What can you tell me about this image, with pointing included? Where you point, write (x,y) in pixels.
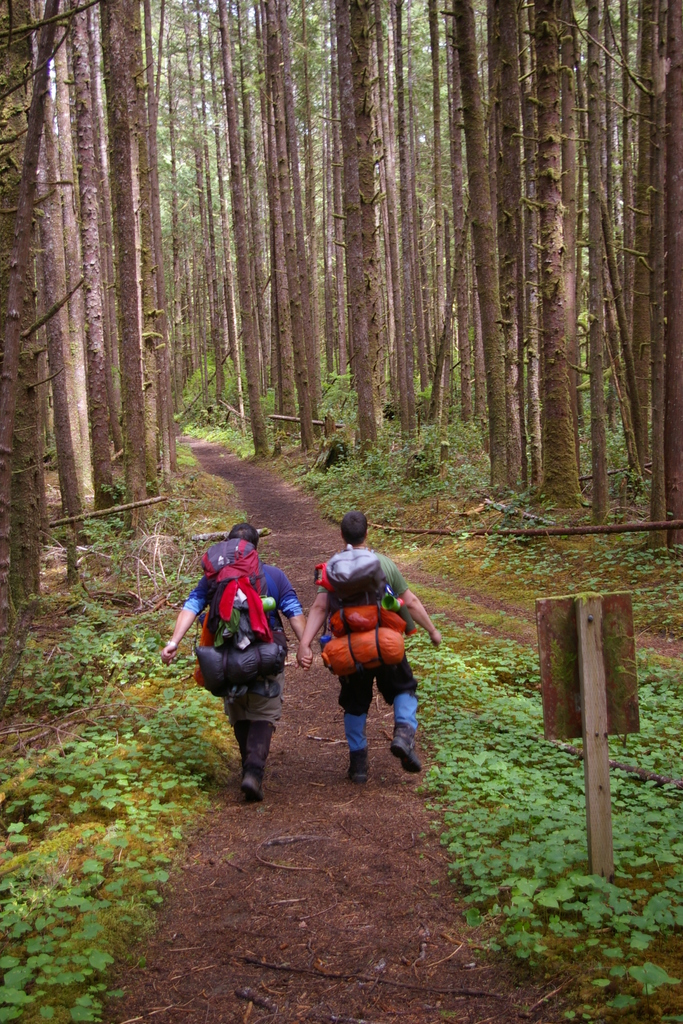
In this image at the bottom (263,732) there is a man (396,579), he wears a t shirt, trouser (368,691), shoes (402,729), backpack (367,645), he is walking and there is a man (243,705), he wears a t shirt (275,587), trouser (261,711), shoes (252,794), backpack (245,634), he is walking. In the middle (392,369) there are trees (392,369), plants (169,725), grass (323,494), signboard (541,646) and land (242,507).
